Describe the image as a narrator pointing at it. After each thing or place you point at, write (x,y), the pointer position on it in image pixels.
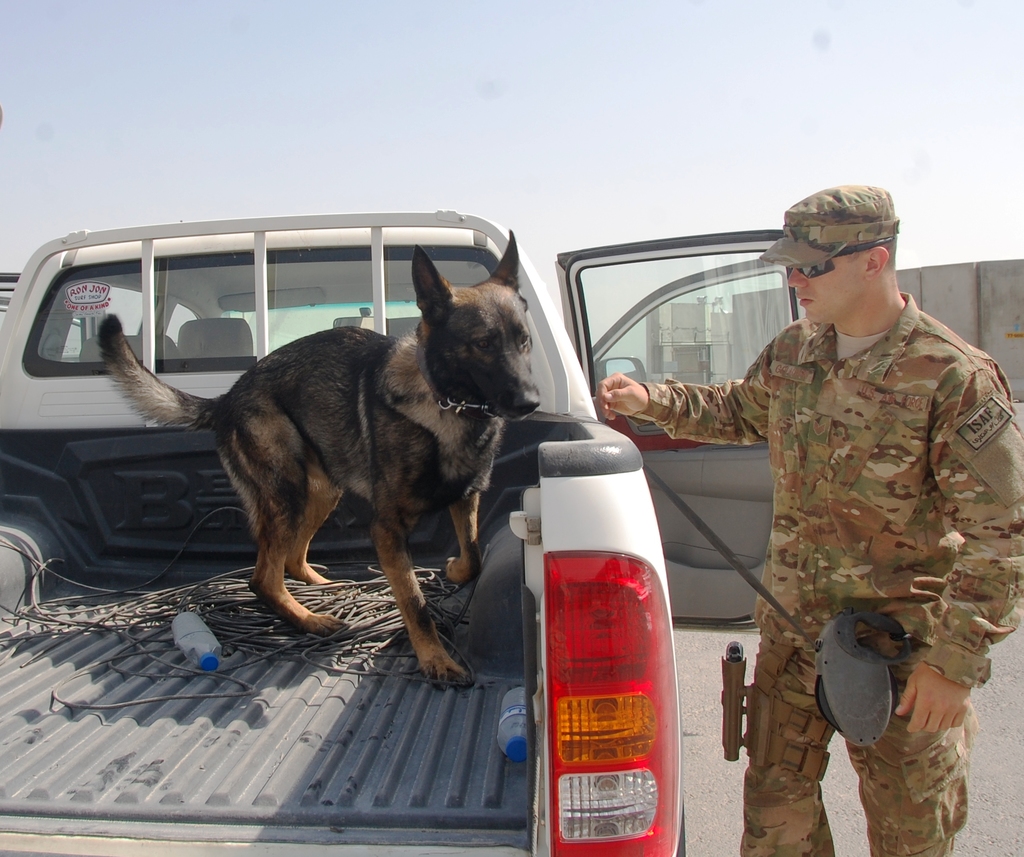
In this image there is a vehicle (507,631) and we can see a dog (394,550). There are bottles (197,639) and wires (248,603) placed in the vehicle (277,786). On the right (858,609) there is a man (930,680) standing. He is wearing uniform (846,563). In the background (781,207) there is sky (506,90).
